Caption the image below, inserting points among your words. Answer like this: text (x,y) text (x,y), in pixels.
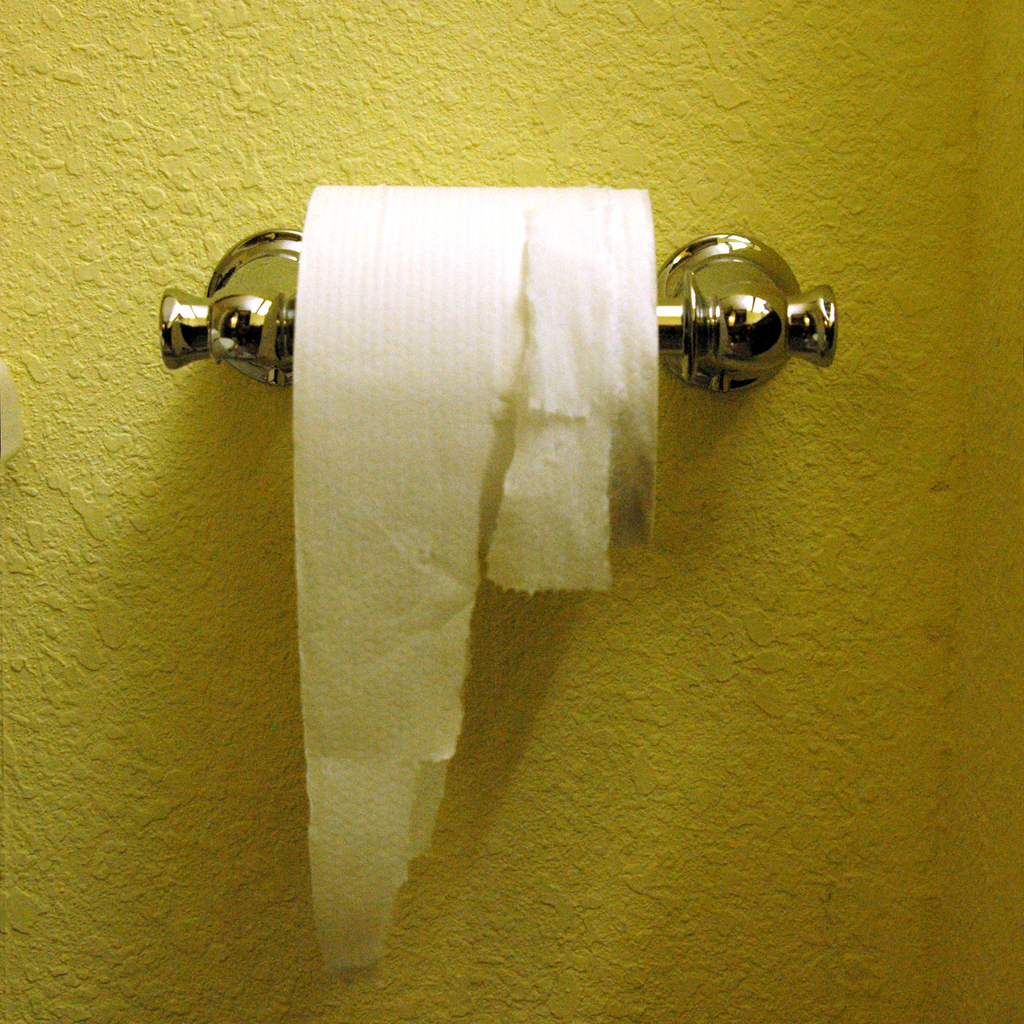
A tissue paper holder (244,286) along with tissue paper roll (506,236) is attached to the yellow wall (274,53).
